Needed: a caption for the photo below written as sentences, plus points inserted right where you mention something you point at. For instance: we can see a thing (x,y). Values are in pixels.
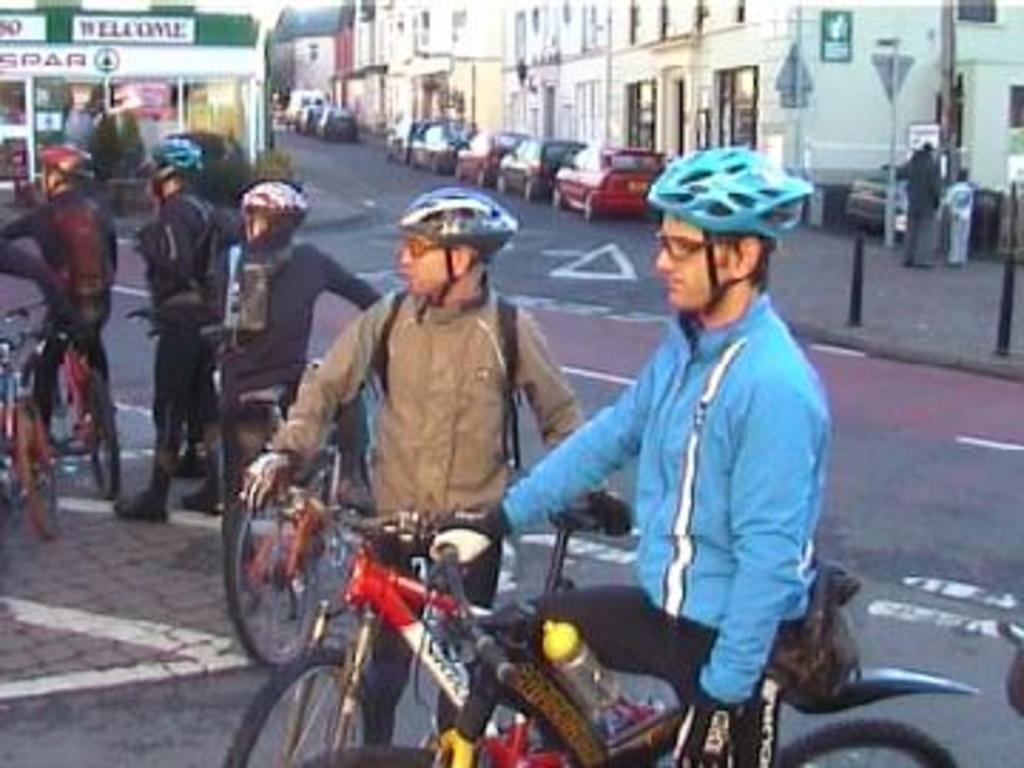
In this picture i can see group of men (389,417) among them few are sitting on bicycle (437,560) and few are standing. In the background (439,159) i can see buildings (609,110), road (372,163), poles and other objects (616,191).
